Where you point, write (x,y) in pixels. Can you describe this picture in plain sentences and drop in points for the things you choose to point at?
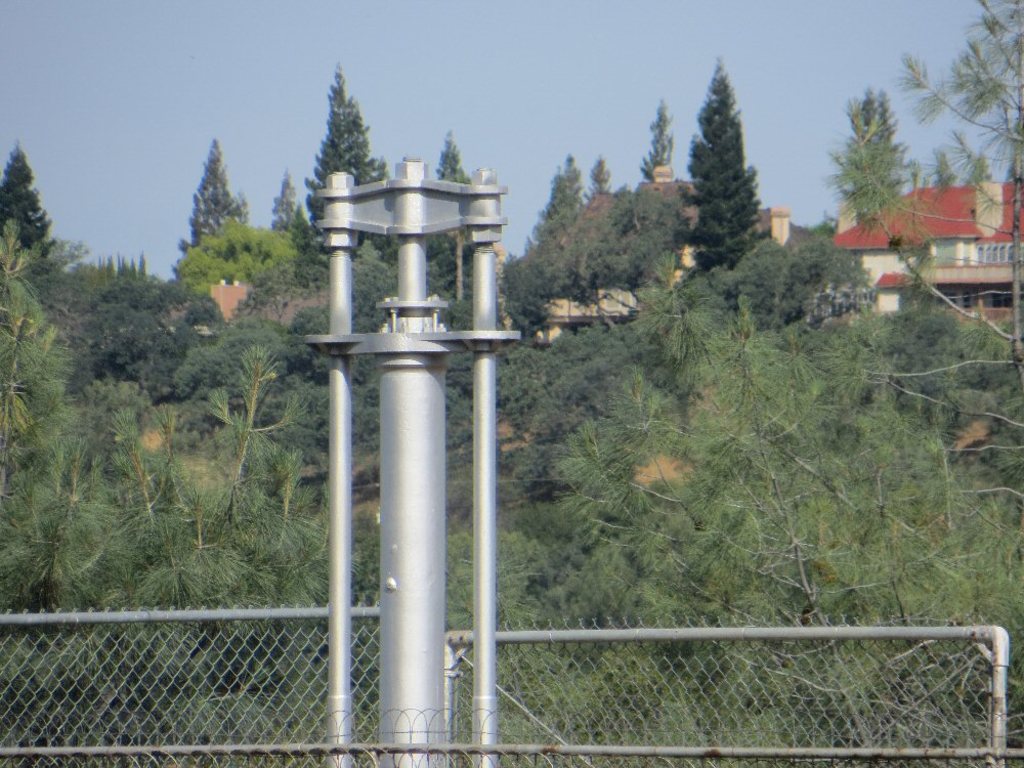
In this image I can see a pole (403,682), fencing (263,661), number of trees (726,597), few buildings (957,288) and the sky (180,97) in background (326,62).
